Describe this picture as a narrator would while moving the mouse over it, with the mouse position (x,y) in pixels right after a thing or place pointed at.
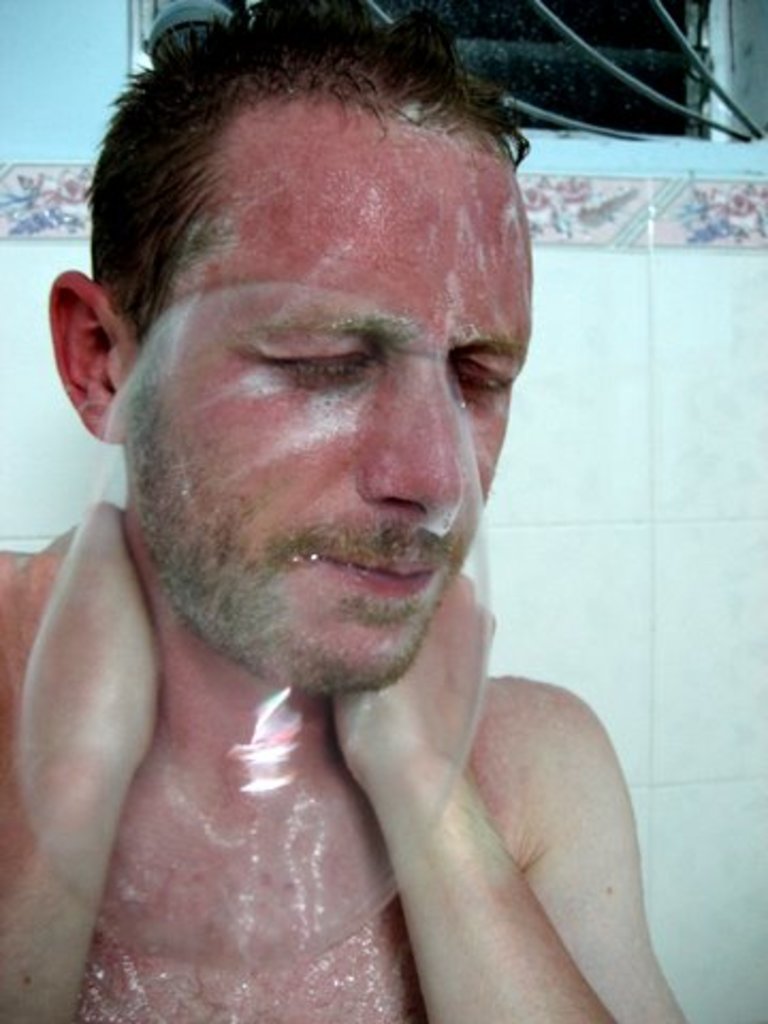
Here we can see a man (229,913). In the background (534,483) there is a wall (60,197).
